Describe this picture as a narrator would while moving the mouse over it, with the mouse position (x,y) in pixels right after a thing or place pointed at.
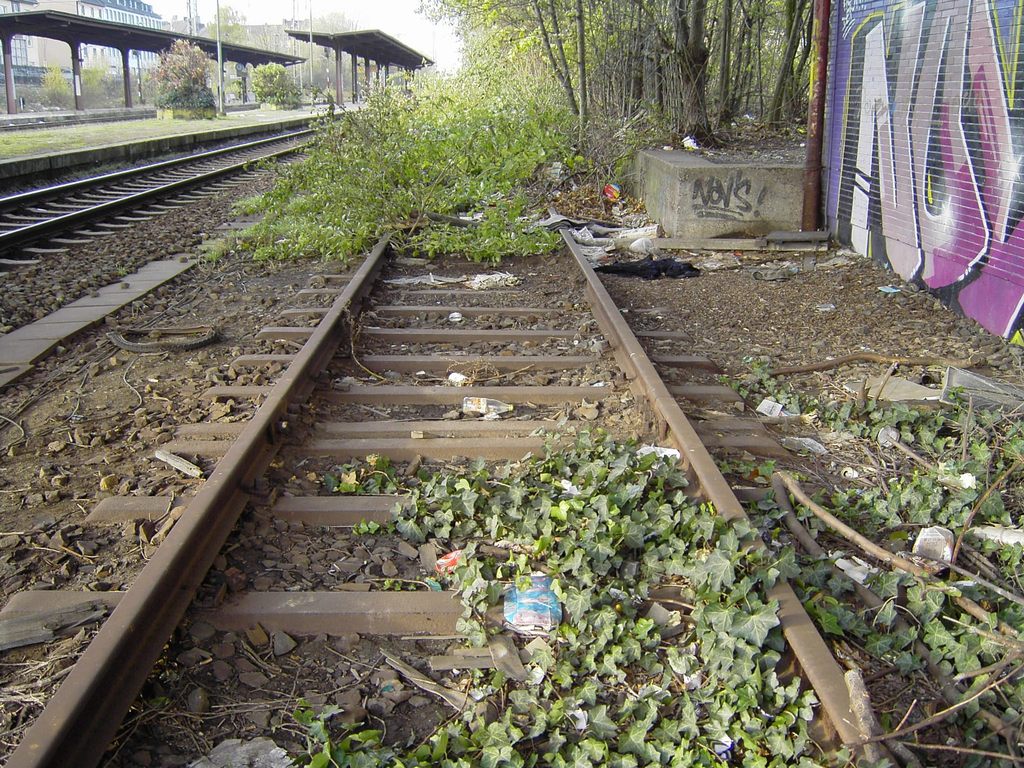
In this image in the middle (523,386), there are trees (581,11), plants (596,144), railway tracks (533,474), wall (888,244), grass (120,128), platforms (132,114). In the background (52,41) there are buildings (56,63), sky (401,35).
